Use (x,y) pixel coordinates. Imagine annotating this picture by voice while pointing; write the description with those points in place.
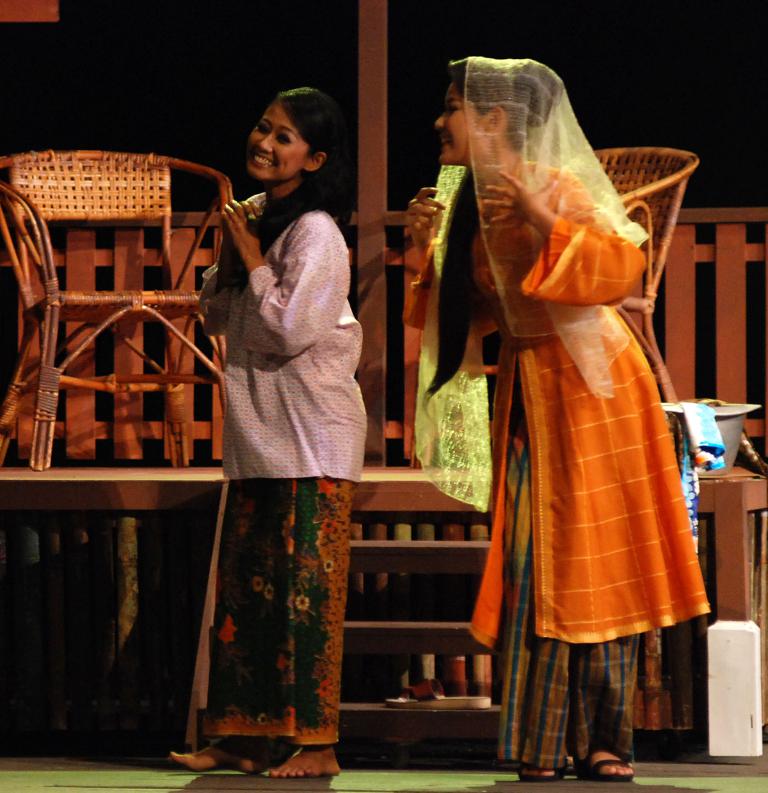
There are two women (330,417) standing. These are the wooden chairs (665,181). This looks like a chair (186,422). These are the stairs (412,570).
